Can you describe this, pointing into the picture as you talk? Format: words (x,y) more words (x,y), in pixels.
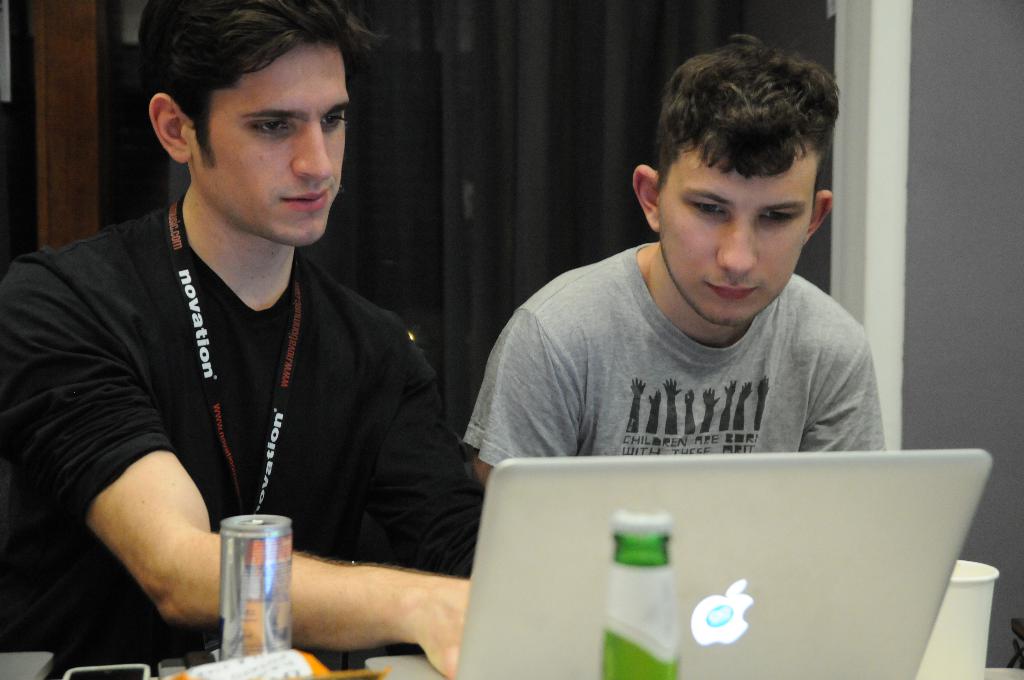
In this image there are two persons (589,384) sitting, and there is a bottle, glass (934,649), tin (243,536), laptop (542,620) and some other items (185,677) on the object (203,668), and in the background (952,414) there is a wall (912,129).
